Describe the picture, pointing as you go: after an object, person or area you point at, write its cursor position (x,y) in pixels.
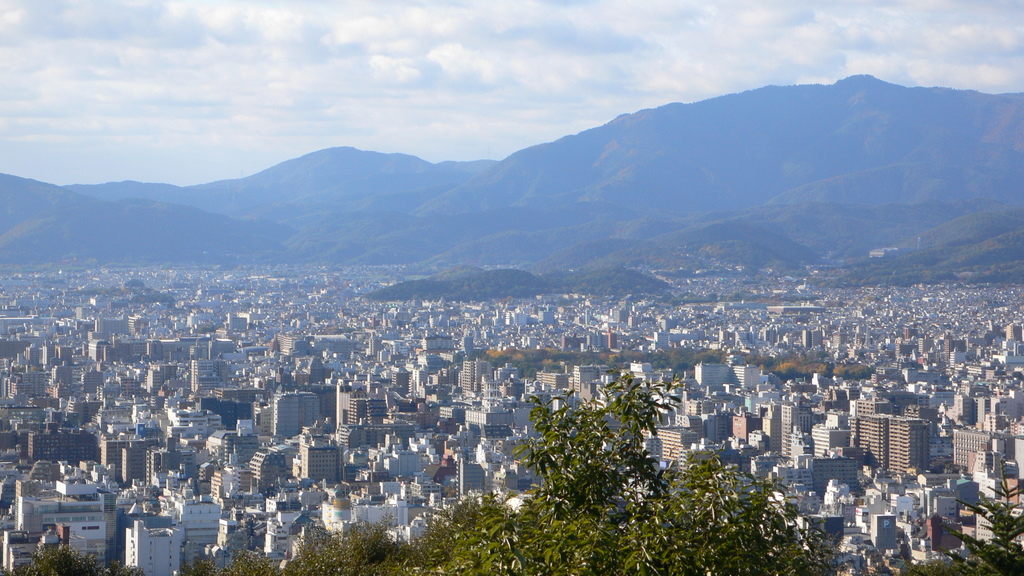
As we can see in the image there are buildings (457,319), trees (476,539) and hill (514,196). On the top (432,118) there is sky (546,52) and clouds (429,47).
